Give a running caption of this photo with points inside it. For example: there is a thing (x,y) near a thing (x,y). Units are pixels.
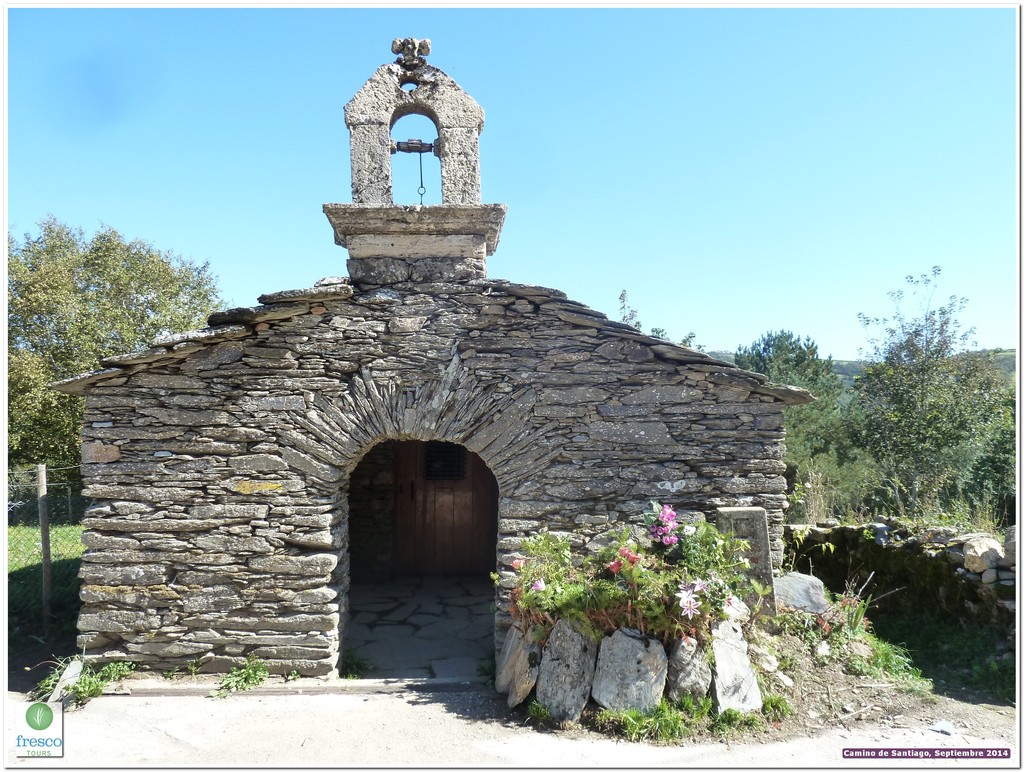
There is a monument (401,539) in the middle of this image (461,405), and there are some trees (15,316) in the background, and there is a sky (531,186) at the top of this image (670,170). We can see there are some rocks (629,664) at the bottom of this image (651,670).
